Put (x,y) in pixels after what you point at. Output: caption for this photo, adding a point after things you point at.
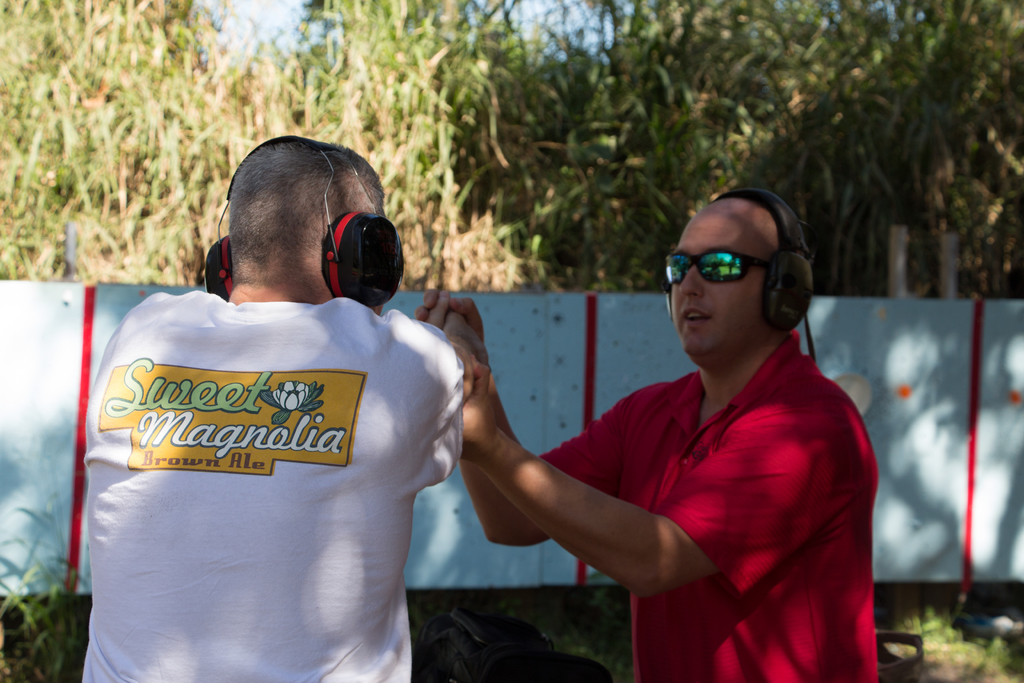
In this image I can see two men (258,380) in the front (187,304) and I can see both of them are wearing t shirts (805,466) and headphones (332,279). I can also see the right one (691,226) is wearing shades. In the background (36,358) I can see blue colour wall (825,301), number of trees (612,87) and the sky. On the left side (135,438) I can see something is written on his dress (259,490).
